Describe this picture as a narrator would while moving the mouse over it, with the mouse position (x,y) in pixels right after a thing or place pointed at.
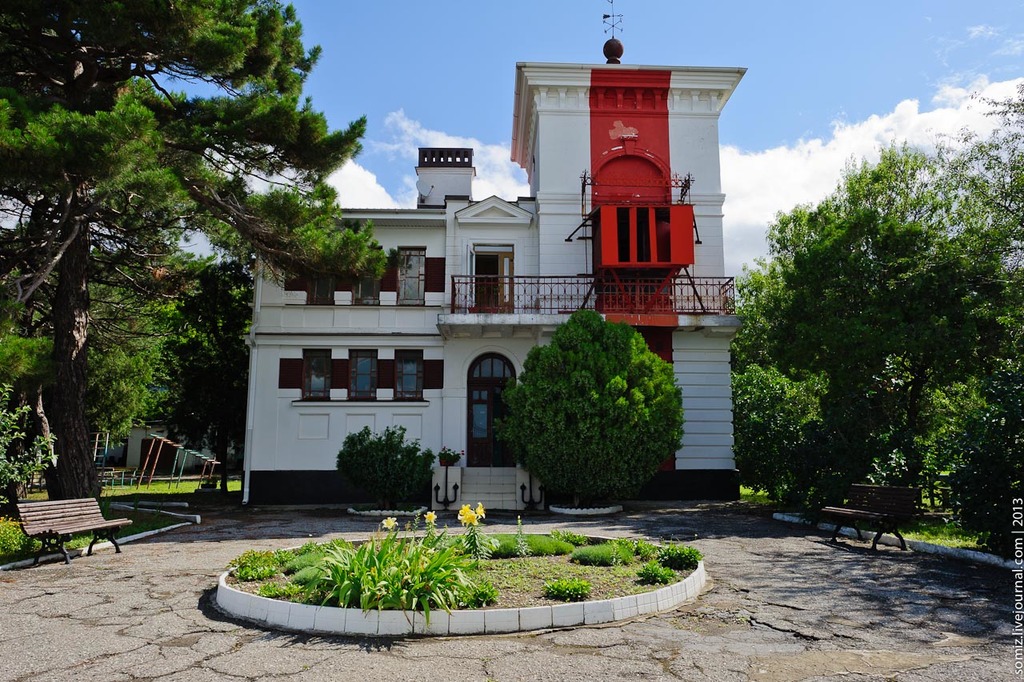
In the image we can see a building (398,367) and these are the windows (401,386) of the building (403,303). This is a fence (630,309), grass (84,544), bench (68,520), trees (108,299), water mark (1015,526) and a cloudy sky (831,135).
